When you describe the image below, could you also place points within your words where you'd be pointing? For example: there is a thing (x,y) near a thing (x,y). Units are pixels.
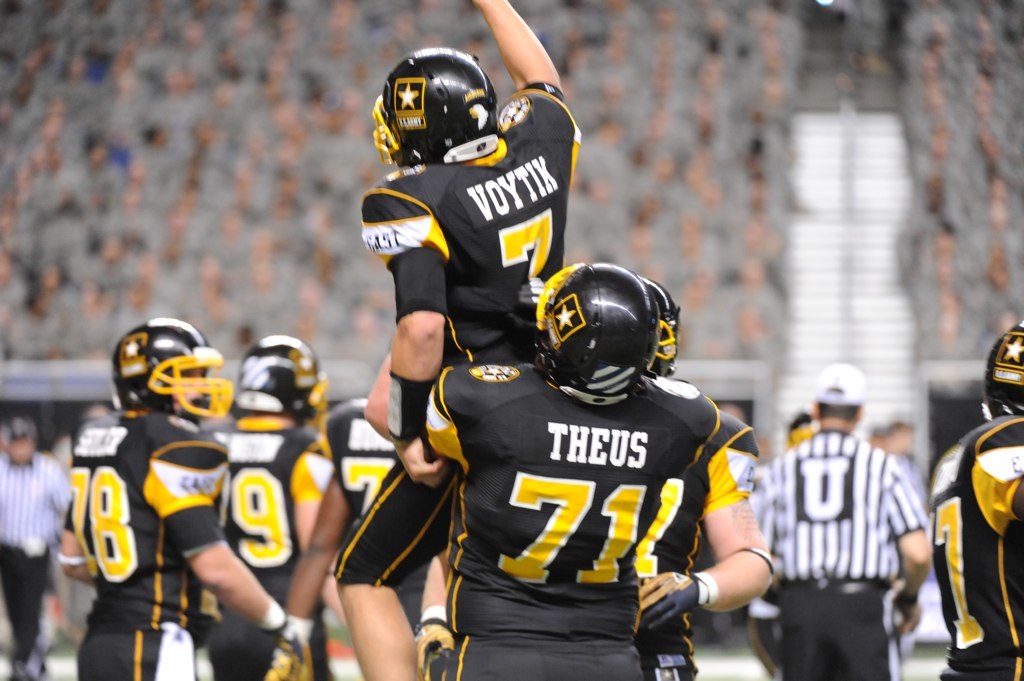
In this picture we can observe football players (540,439) in the ground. They are wearing black and yellow color dresses (164,455). All of them were wearing helmets (558,302). We can observe referees (776,491) in this picture. In the background (183,142) there are some people (130,176) sitting in the stands (728,135) and watching the game.
